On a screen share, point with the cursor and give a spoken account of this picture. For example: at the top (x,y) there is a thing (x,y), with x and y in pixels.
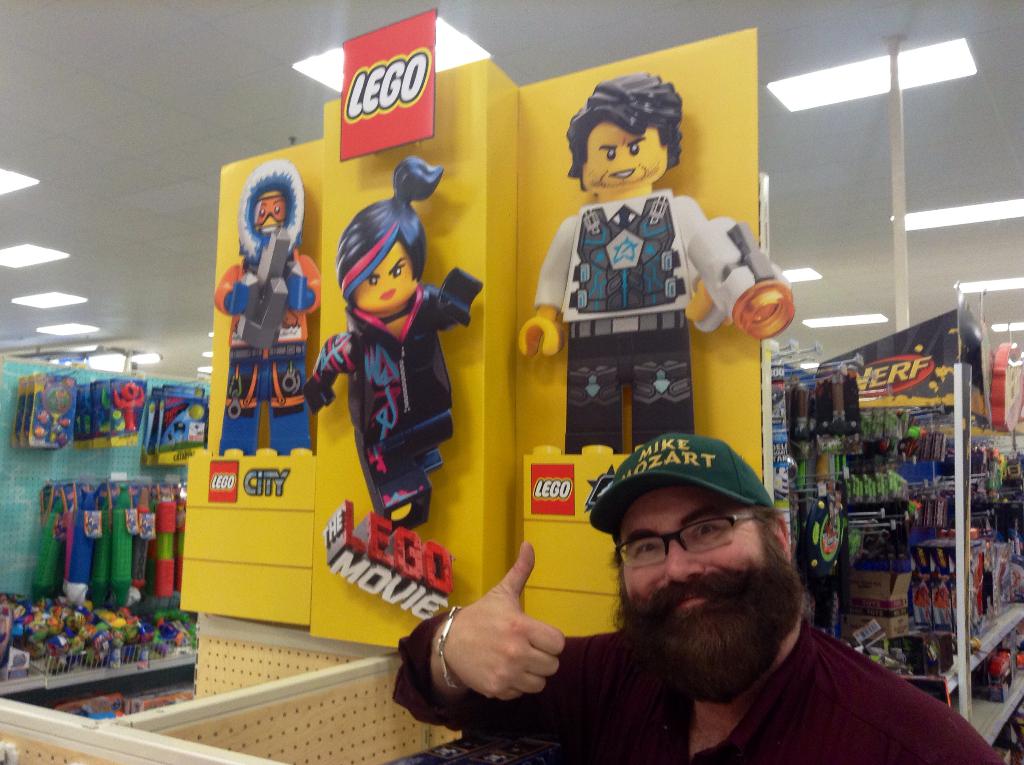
In this image we can see a man (707,617). He wore a cap (698,470) and spectacles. Here we can see cartoon pictures (431,467), board (571,571), racks (325,657), and other objects (86,629). In the background (52,308) we can see ceiling (944,170) and lights (913,76).
